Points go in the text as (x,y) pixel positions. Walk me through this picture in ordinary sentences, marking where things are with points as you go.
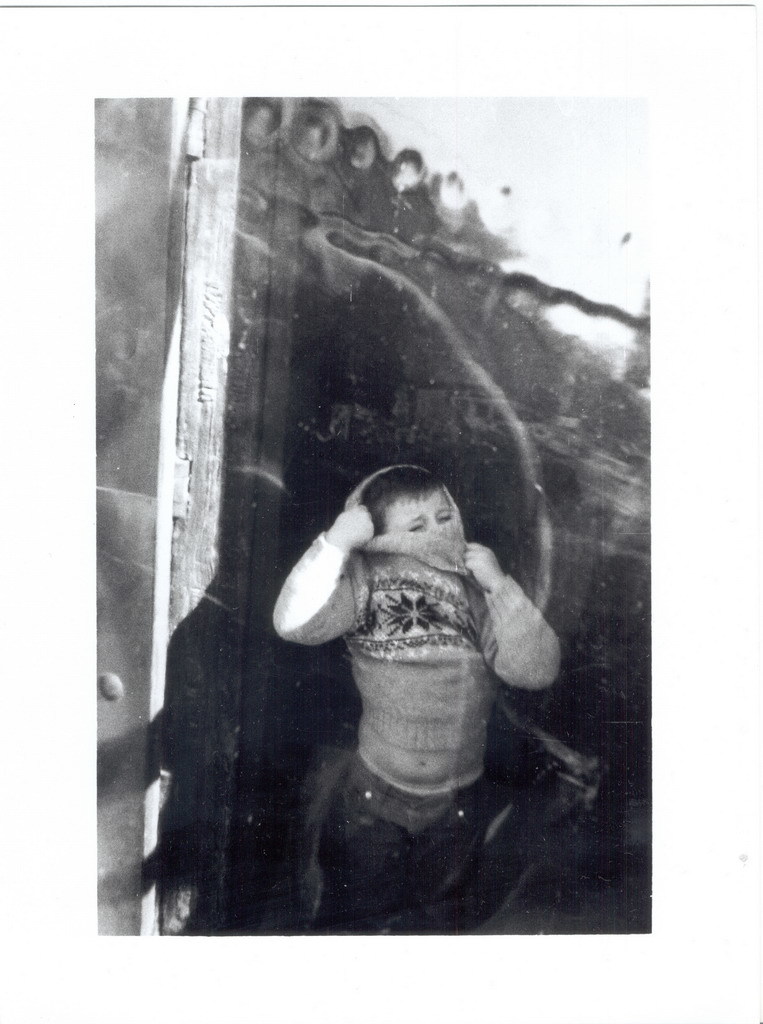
This image consists of a kid (427,855) wearing a sweater (360,664). In the background (324,673), there is wall (474,416) on which there is a shadow (285,715).
